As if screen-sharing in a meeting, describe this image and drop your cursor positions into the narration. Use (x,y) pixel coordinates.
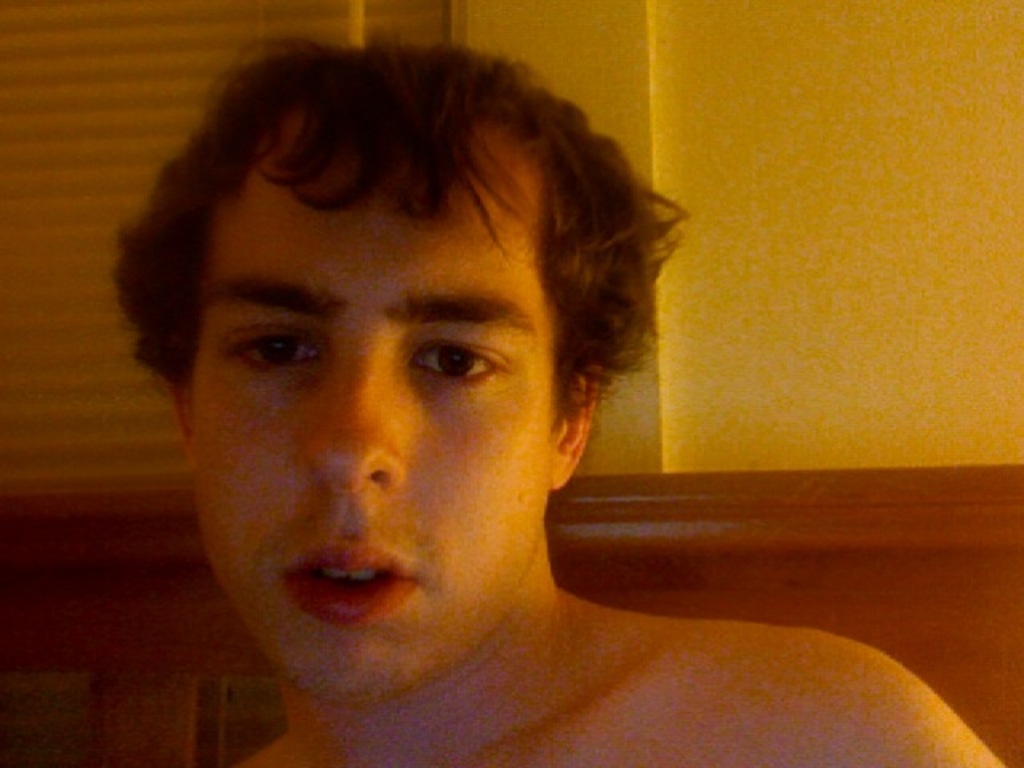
In this image we can see a person (454,623), there is a wooden object (820,550), wall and an object (102,99) looks like a window blind (90,172) in the background (88,300).
